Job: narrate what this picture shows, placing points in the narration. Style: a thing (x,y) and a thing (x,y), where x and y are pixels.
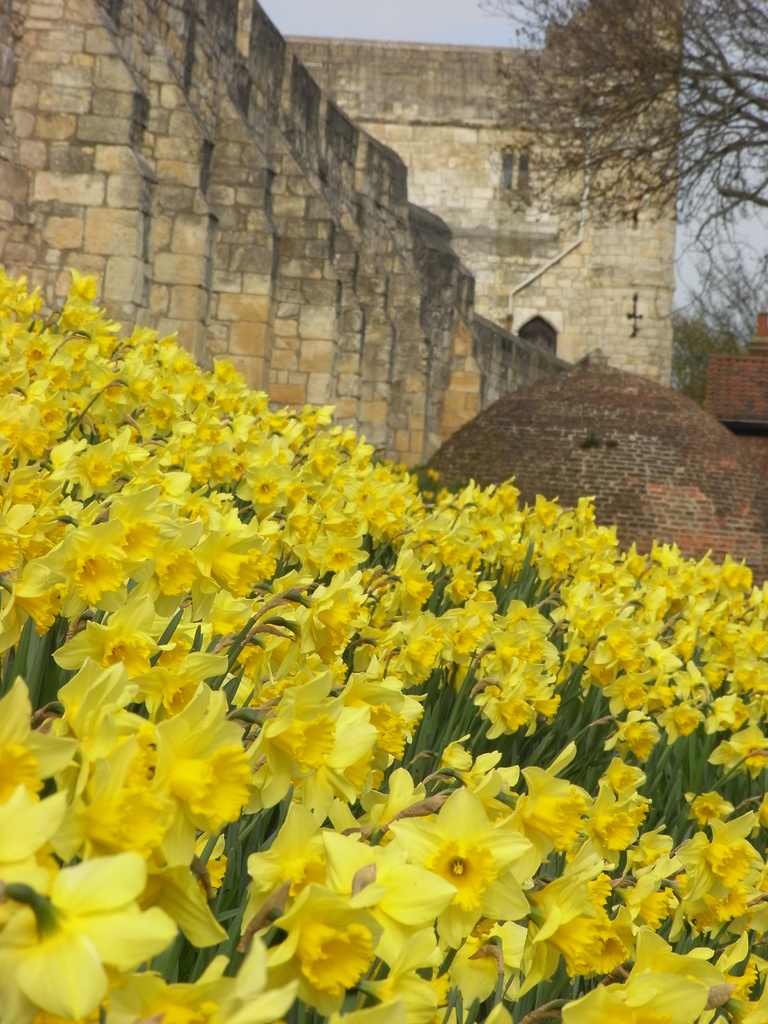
In this picture we can see a few yellow flowers (437,961) at the bottom of the picture (465,897). We can see a dome shape object (574,386) and an object (760,430) on the right side (741,360). There is a wall (455,295), a building (539,121) and a few trees (634,87) in the background (648,251).
